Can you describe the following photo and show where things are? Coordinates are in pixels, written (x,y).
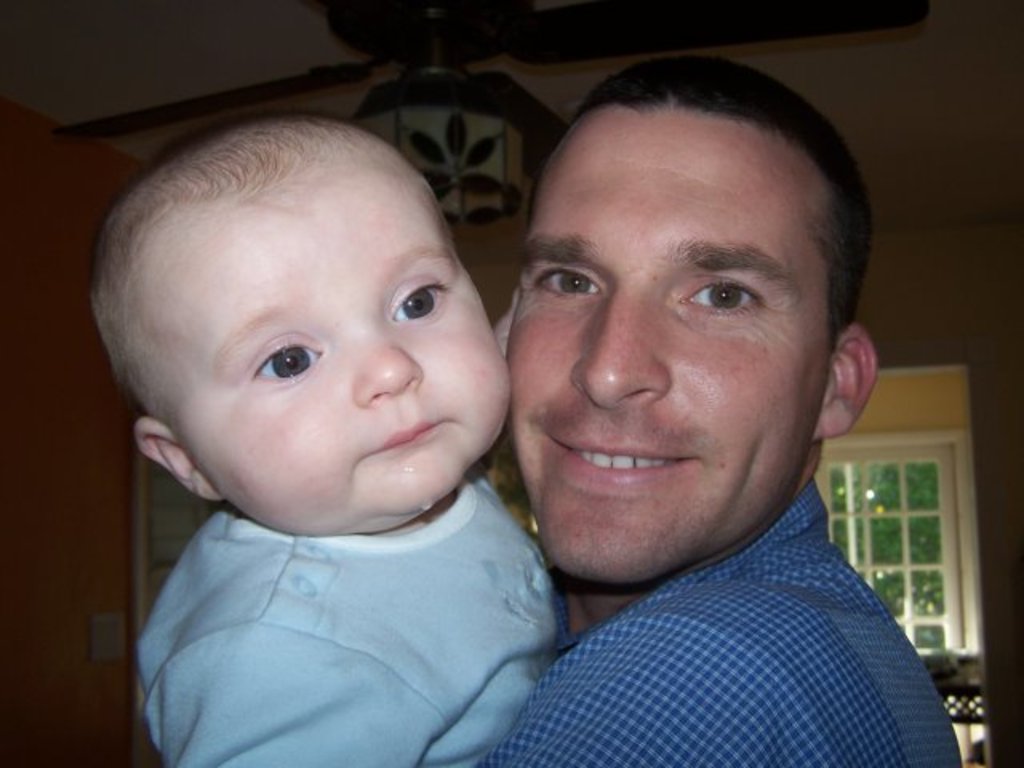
In this image we can see a man (630,460) holding a baby (350,453) in the background (915,535) there is a window (908,494) and a fan (475,88) attached to the roof (148,50).
